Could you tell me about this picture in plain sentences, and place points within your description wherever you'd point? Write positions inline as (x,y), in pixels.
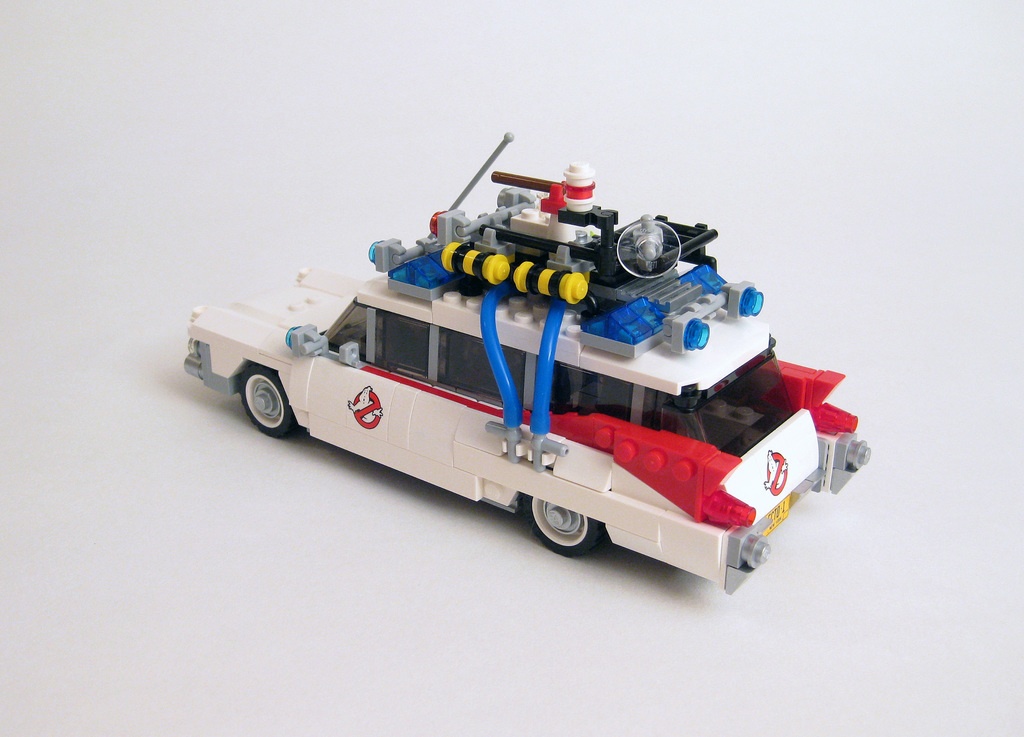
In this picture we can see a toy vehicle (548,508) on a white platform (638,671).
